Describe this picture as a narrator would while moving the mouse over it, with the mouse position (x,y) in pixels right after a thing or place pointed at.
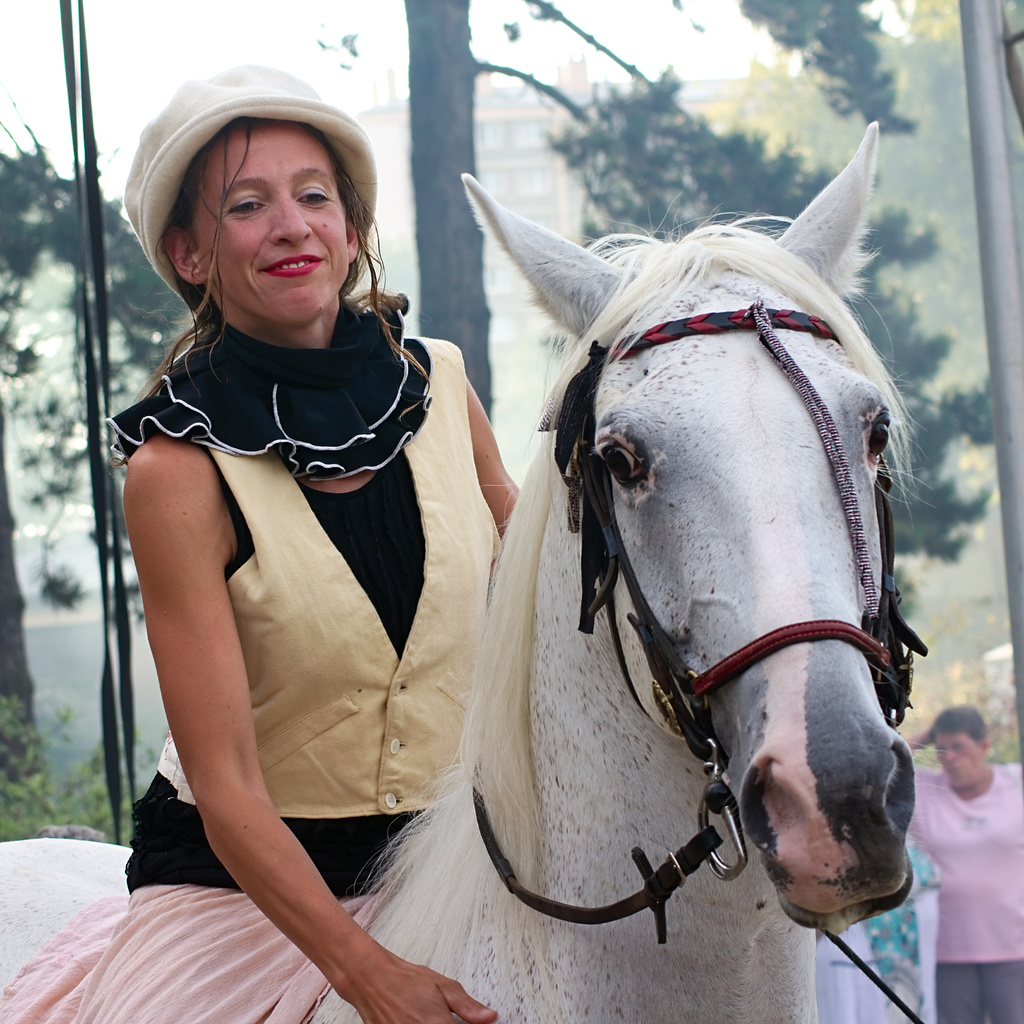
There is a woman (308,934) sitting on a horse (869,895). In the background (726,201) there is a man (1002,785) on the right (966,999) side, a tree (970,435) and a building (536,131).
